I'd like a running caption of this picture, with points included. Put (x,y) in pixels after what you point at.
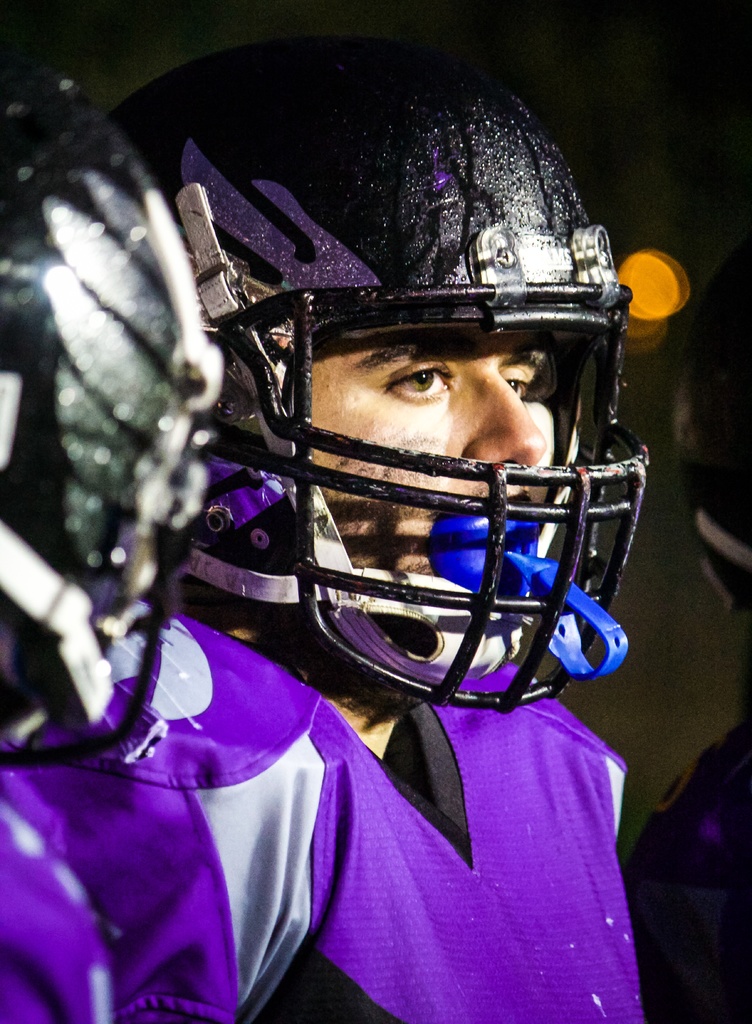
In the image there is a person (368,378) wearing purple shirt (502,835) and a helmet (283,464).
